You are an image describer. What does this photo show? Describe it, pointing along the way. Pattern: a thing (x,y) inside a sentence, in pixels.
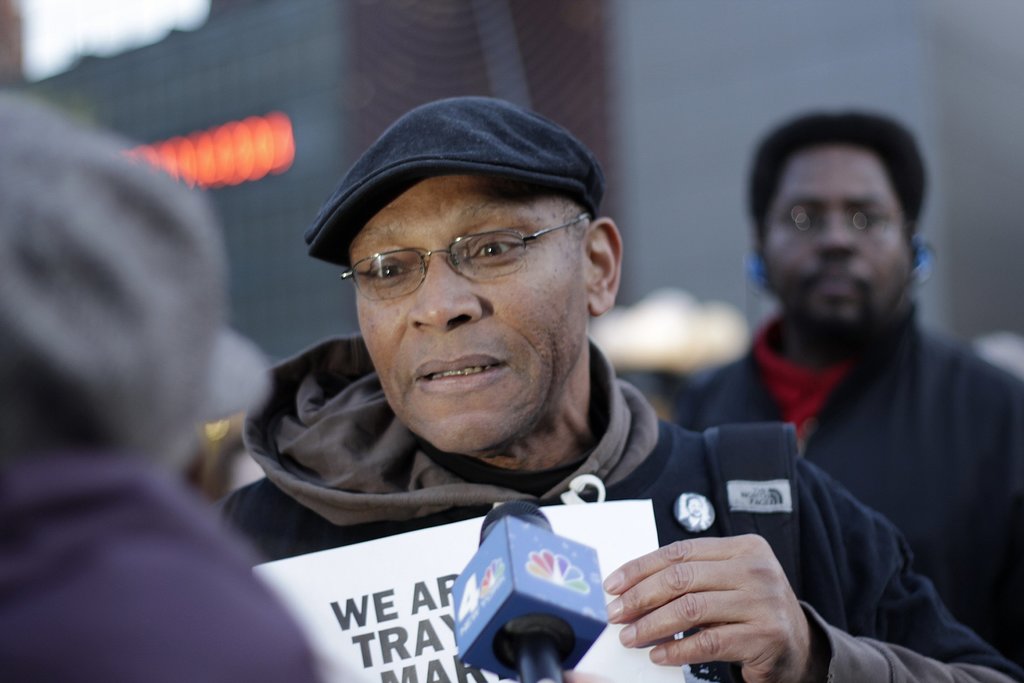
This picture seems to be clicked outside. In the center (501,319) we can see the group of persons (448,303) standing and we can see a microphone (536,602) and the text (381,604) on the paper (354,561). The background of the image (285,124) is blurry and we can see the lights (246,152) in the background (223,152).
